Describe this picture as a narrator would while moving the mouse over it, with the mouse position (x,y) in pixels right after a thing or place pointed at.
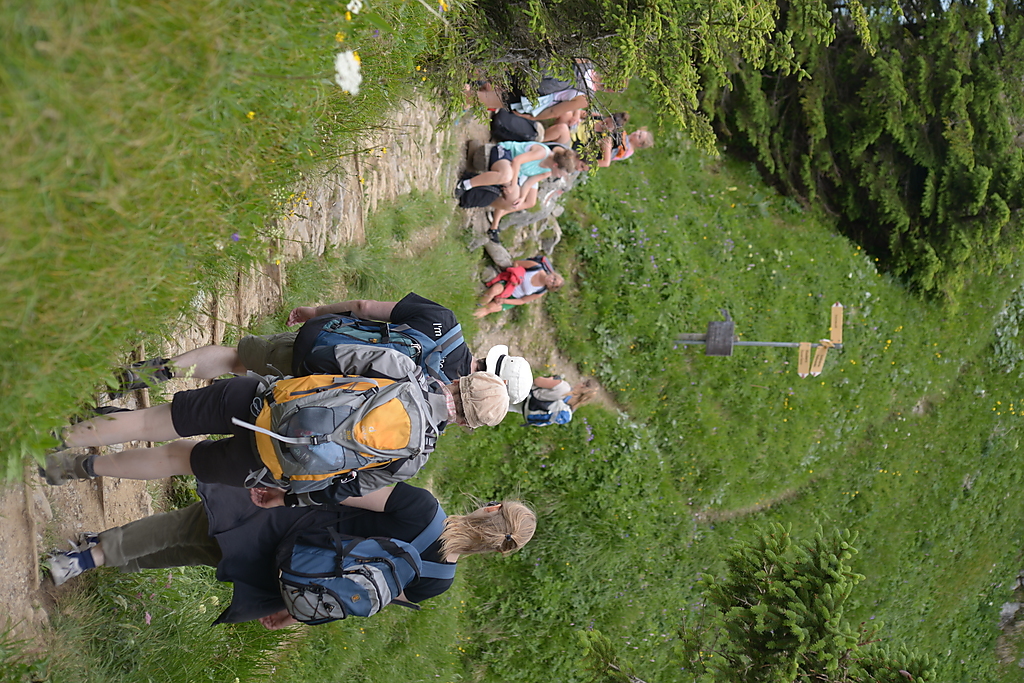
In the image I can see some people (112,430) who are standing, among them some (555,142) are sitting on the floor (482,244) and around there are some trees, plants (624,609) and a pole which has some boards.
